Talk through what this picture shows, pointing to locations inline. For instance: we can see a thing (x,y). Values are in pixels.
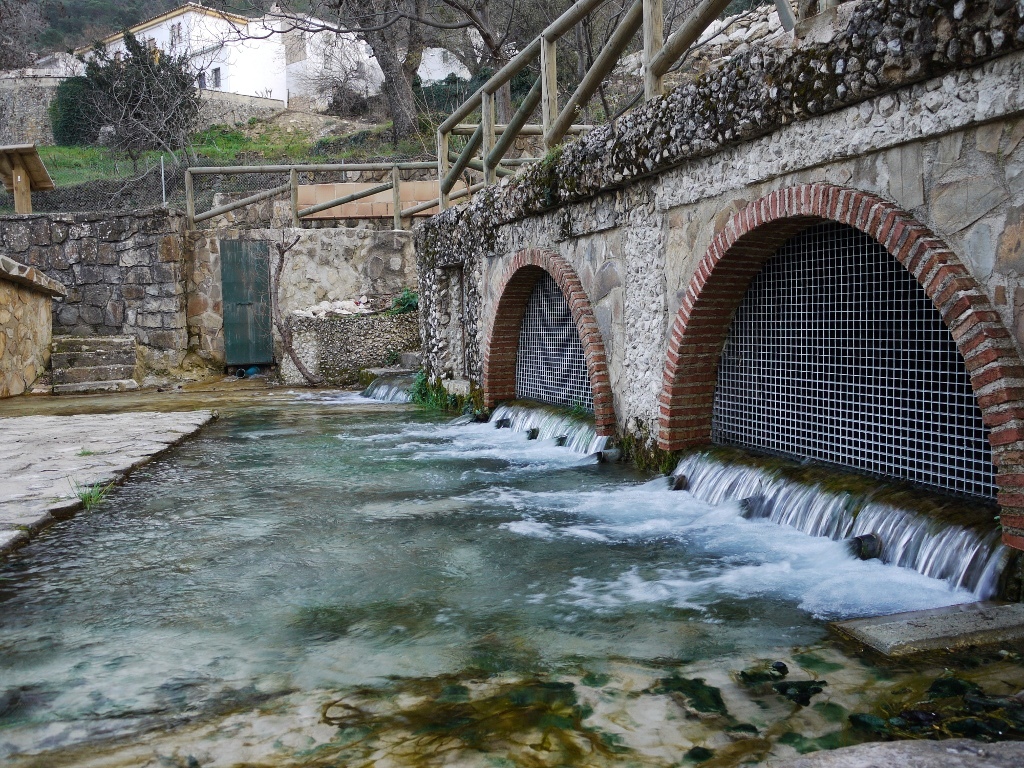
In this image, we can see the walls (174,304). We can see the fence (522,115). We can see a green colored object (236,296) on one of the walls (217,322). We can see some water (78,401), grass (434,401). We can see some wood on the left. We can see a house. There are a few trees (165,126), plants (193,94). We can also see some stairs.
